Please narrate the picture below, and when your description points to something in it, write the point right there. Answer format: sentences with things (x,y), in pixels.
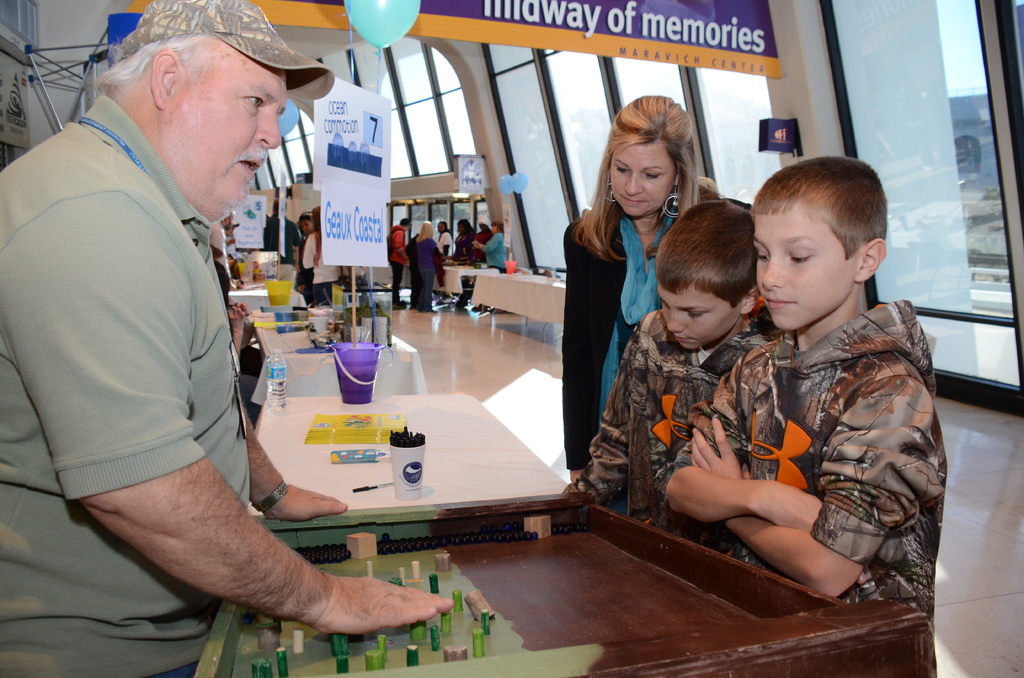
In the image we can see there is a man (233,72) who is looking at the people (875,374) who are standing in front of him and there are lot of people (427,236) who are standing at the back (315,255) and on the table (281,410) there is glass (410,457), books (362,421), bucket (355,355) and water bottle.
